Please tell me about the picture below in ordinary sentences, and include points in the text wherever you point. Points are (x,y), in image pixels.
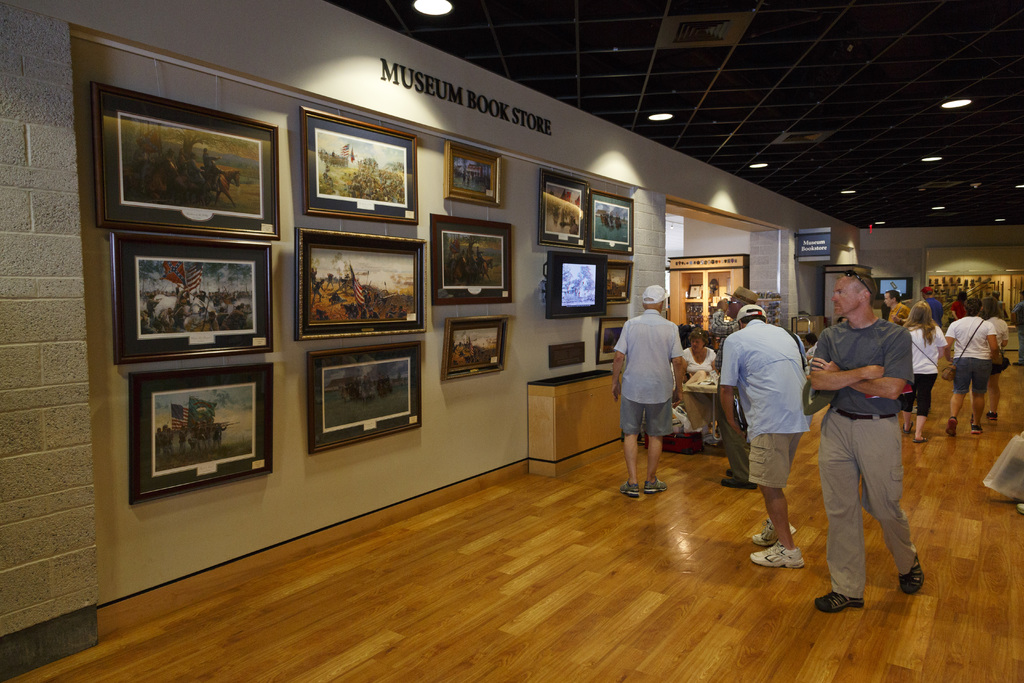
In this image I can see a museum book store (872,245) and on the left (184,438) there are some painting (349,212) on the wall (367,115) and there are many people (888,361) on the right (866,328).
